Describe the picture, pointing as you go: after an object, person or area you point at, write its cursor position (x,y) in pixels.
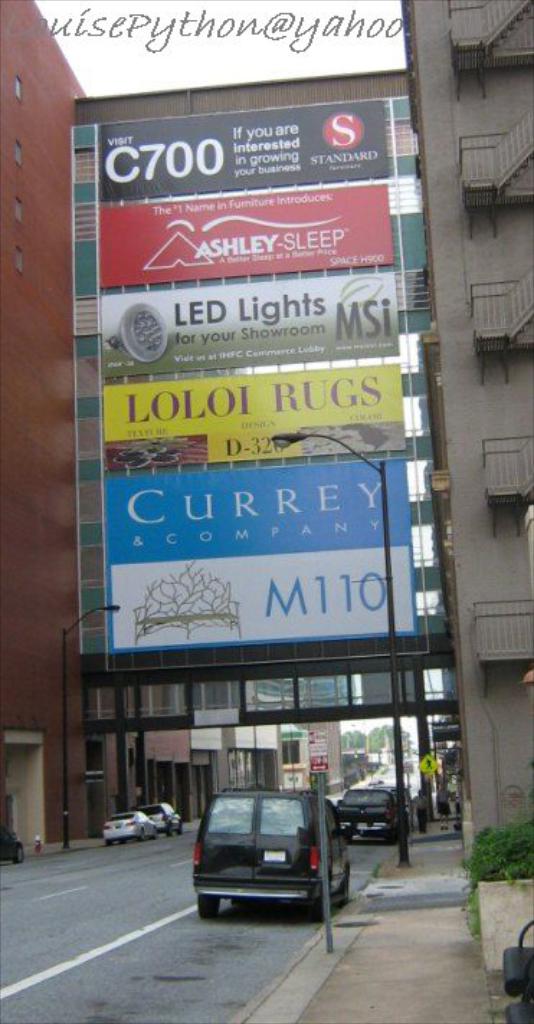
In this picture I can see the advertisement board (371,223) which is placed on the building (410,312). At the bottom (246,823) I can see many cars (249,802) on the road (125,861). Beside the road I can see the street lights (396,733). In the background (387,740) I can see the trees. At the top (132,28) I can see the sky (95,88) and watermark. On the right (483,155) I can see the balcony (516,604) and railings (507,652). In the bottom right corner (509,847) I can see some plants (503,851).
